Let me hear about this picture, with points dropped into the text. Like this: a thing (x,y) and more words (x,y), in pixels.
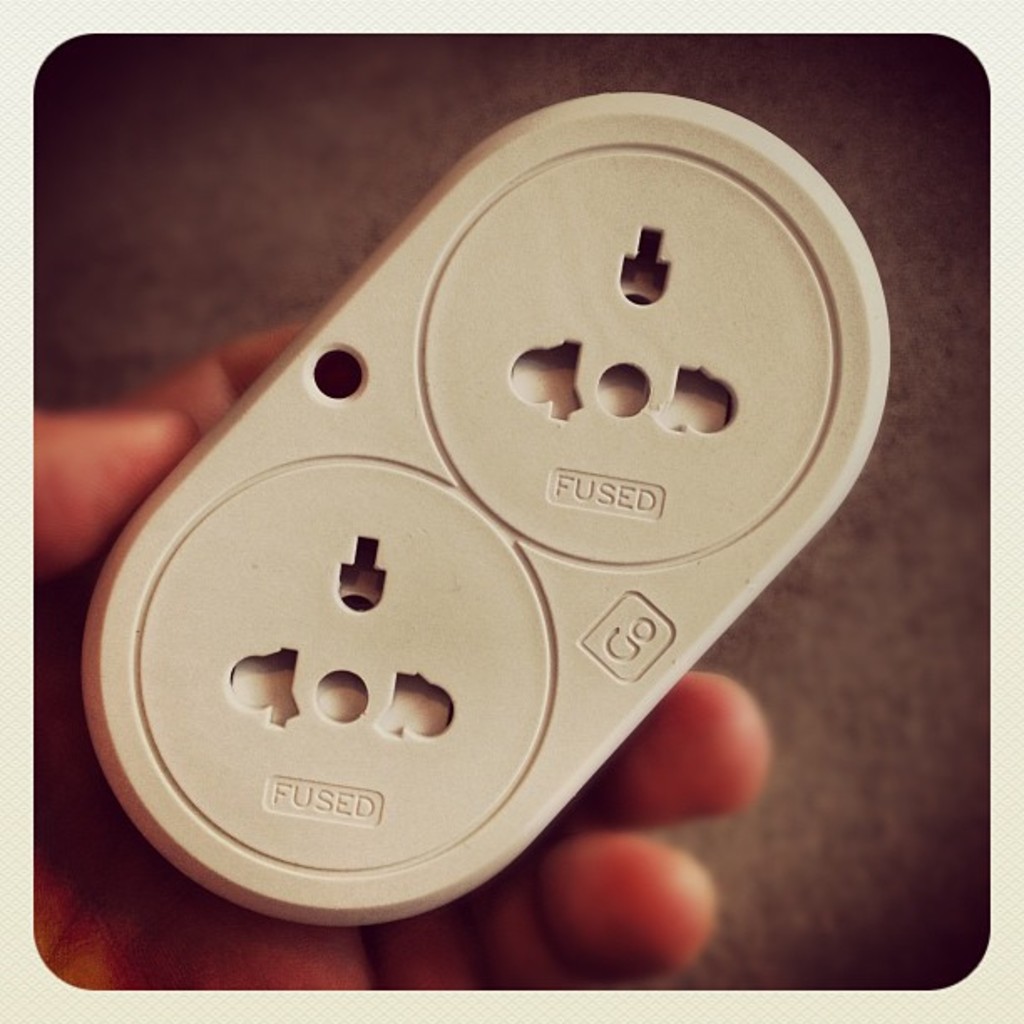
It's an electric socket (534,430), this is the human hand (702,794).
